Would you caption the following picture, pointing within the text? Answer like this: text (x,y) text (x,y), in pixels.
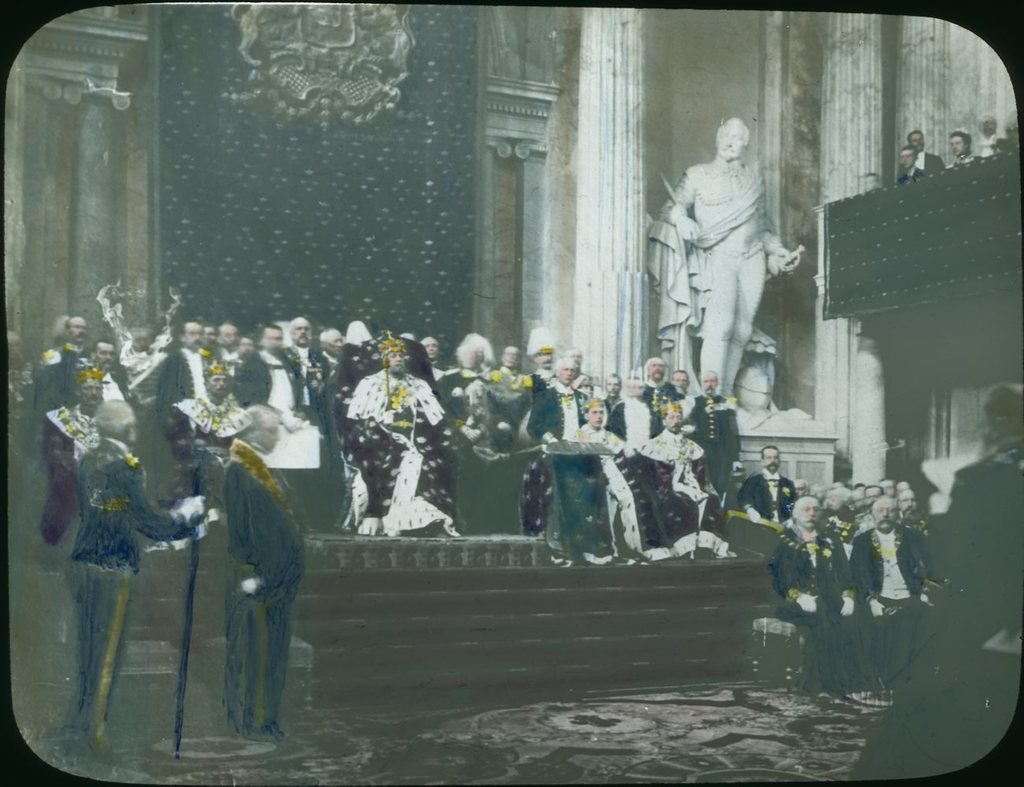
This image consists of an edited picture. In the middle of the image (606,494) there are few people (394,414) standing on the stage (401,623). At the bottom (508,645) there are few stairs (482,625). In the background (389,251) there is a wall (566,141) and pillars (857,105) and also there is a statue (735,273) of a person (730,259).
